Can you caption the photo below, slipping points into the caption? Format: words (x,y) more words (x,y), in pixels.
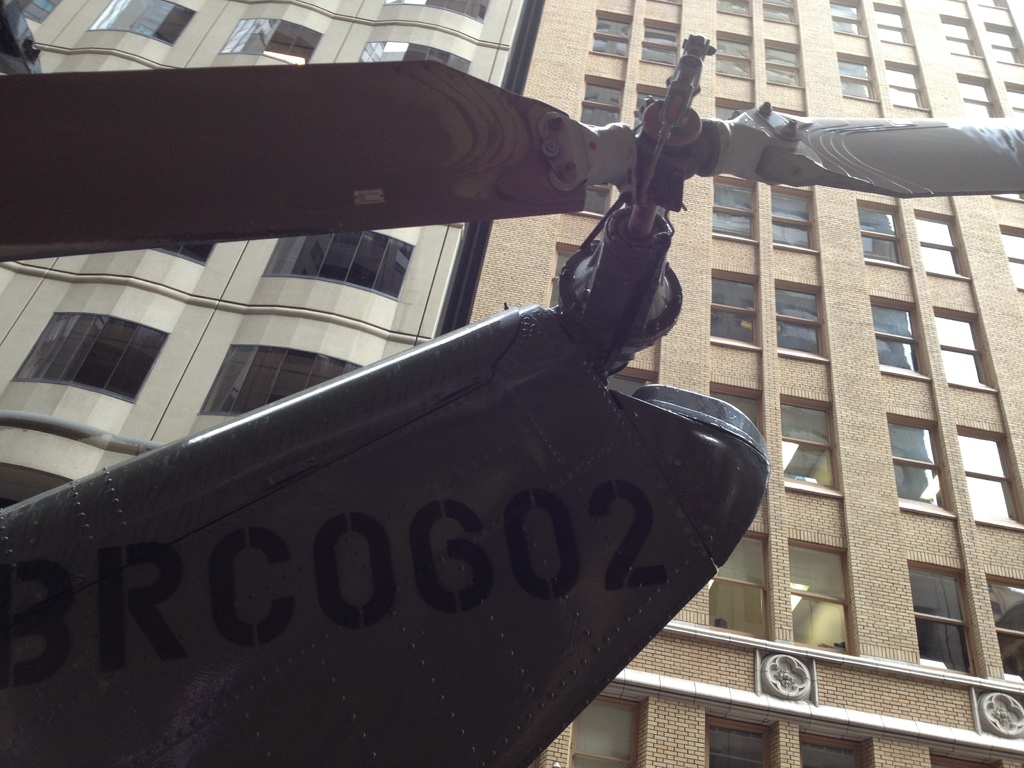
On the left side (157,80), there is an object (597,293) having a fan (668,170). In the background (912,531), there are buildings (440,30) which are having windows (751,404).
